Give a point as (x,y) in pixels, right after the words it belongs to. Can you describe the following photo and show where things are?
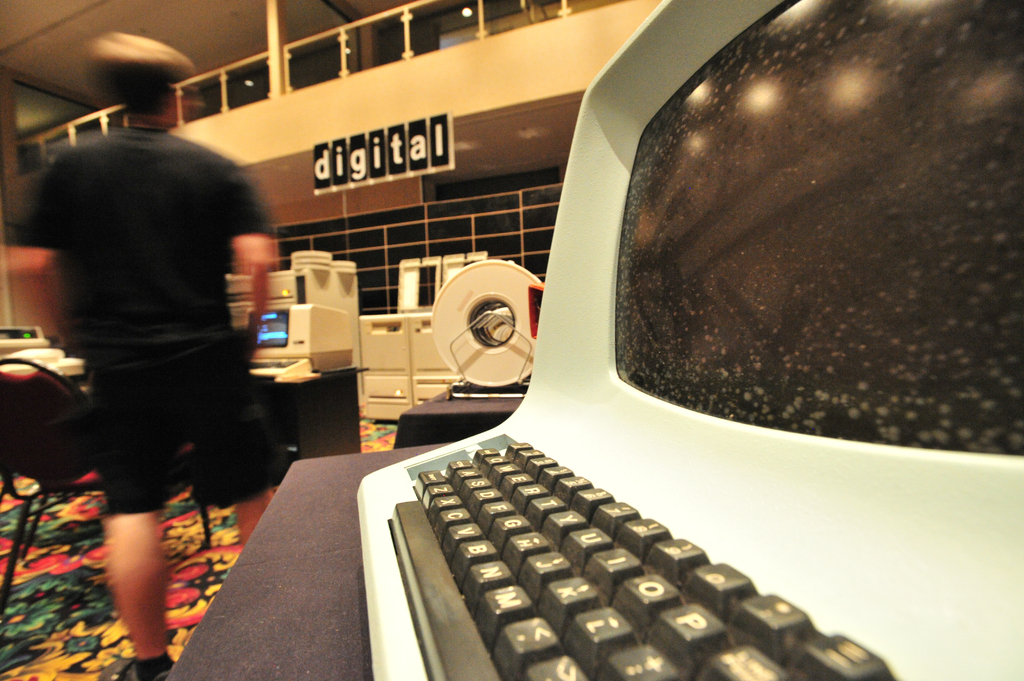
In this image in the front (652,359) there is a computer (652,536). In the background (163,183) there is a person (135,337) standing and there are machines (318,344) and there is a railing (303,69) and there is a board (357,164) with some text (376,165) written on it which is hanging on the wall (366,127) and there is an empty chair (36,443) which is red in colour.
